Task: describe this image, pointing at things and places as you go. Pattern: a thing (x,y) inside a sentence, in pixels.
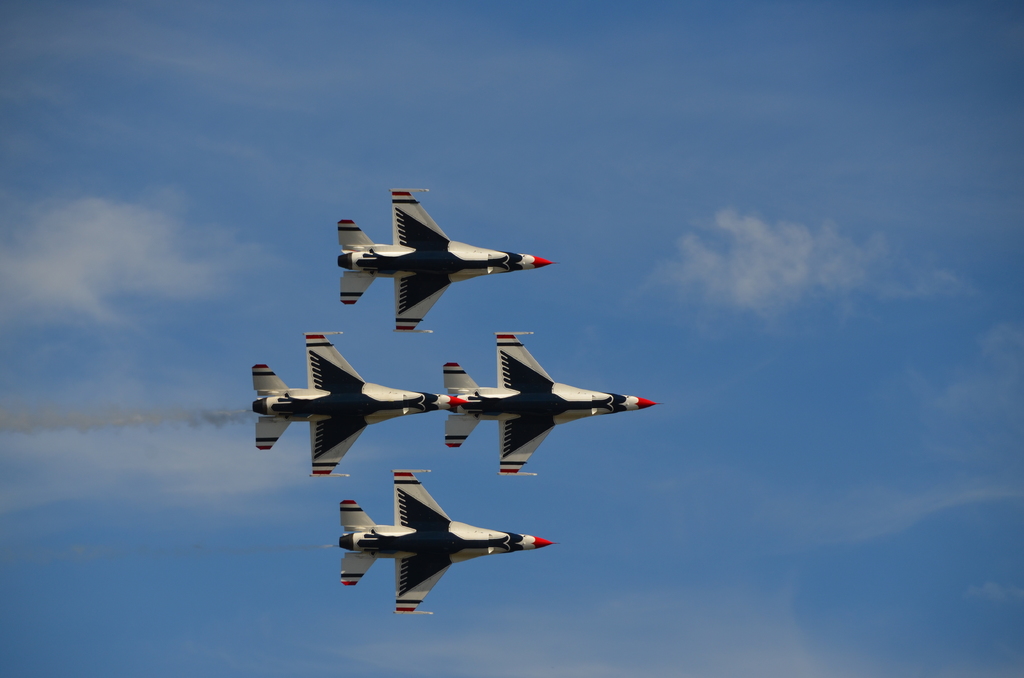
In this image I can see few aircraft's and they are in white and black color. In the background (716,72) I can see the sky (200,160) in blue and white color.
